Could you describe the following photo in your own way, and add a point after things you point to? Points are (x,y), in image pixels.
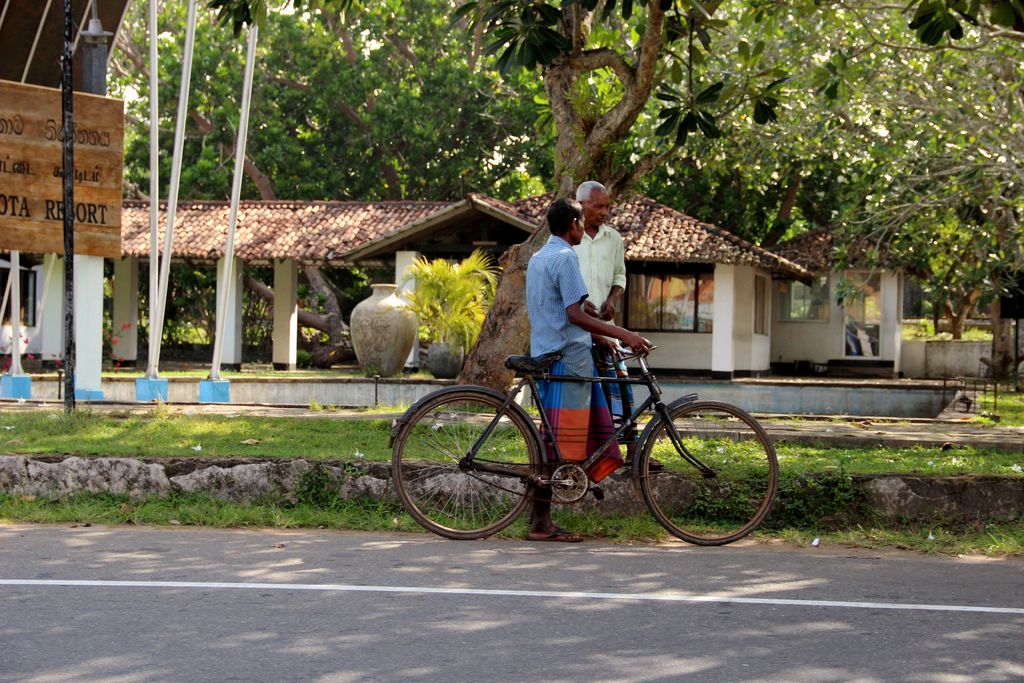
In the foreground of the picture (540,564) I can see the road (664,564). I can see a man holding the bicycle (770,495) on the road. I can see another man (596,263) standing on the side of the road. In the background (640,219), I can see the roof construction (419,207), pillars (290,261), glass windows (686,307) and trees (403,158). I can see the wooden name indication board (101,185) on the left side (74,131).
